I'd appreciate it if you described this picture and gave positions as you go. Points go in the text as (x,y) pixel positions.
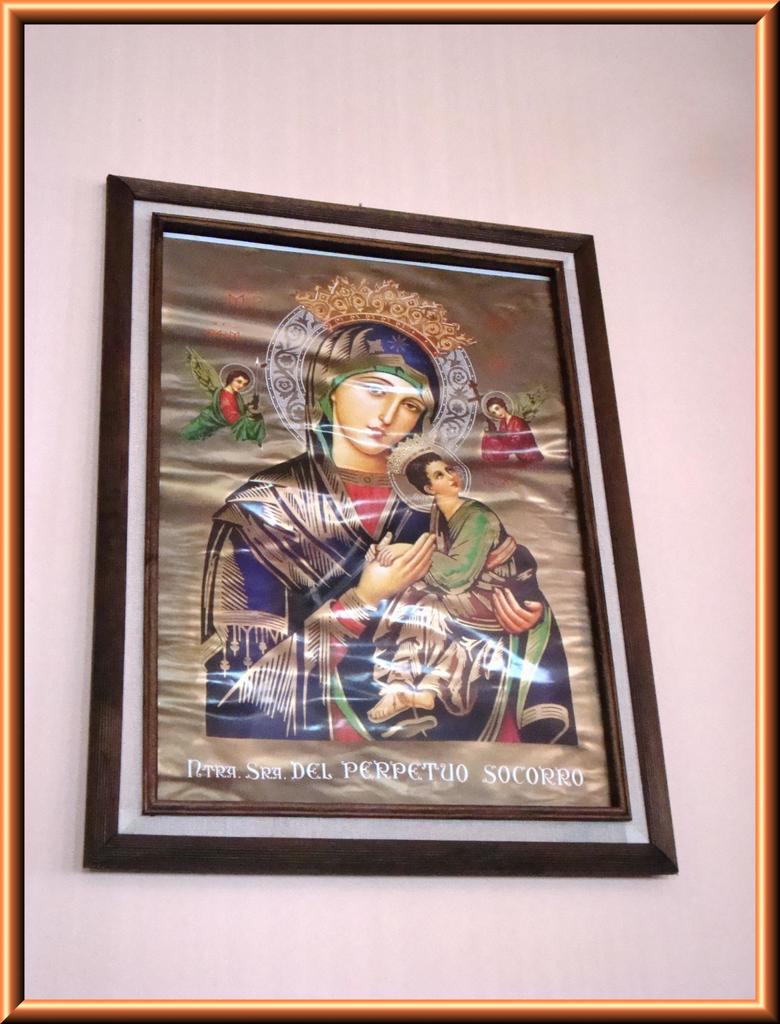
In this picture we can see a wall (609,128), there is a photo frame (566,344) on the wall (68,778), we can see some text (456,782) here.
